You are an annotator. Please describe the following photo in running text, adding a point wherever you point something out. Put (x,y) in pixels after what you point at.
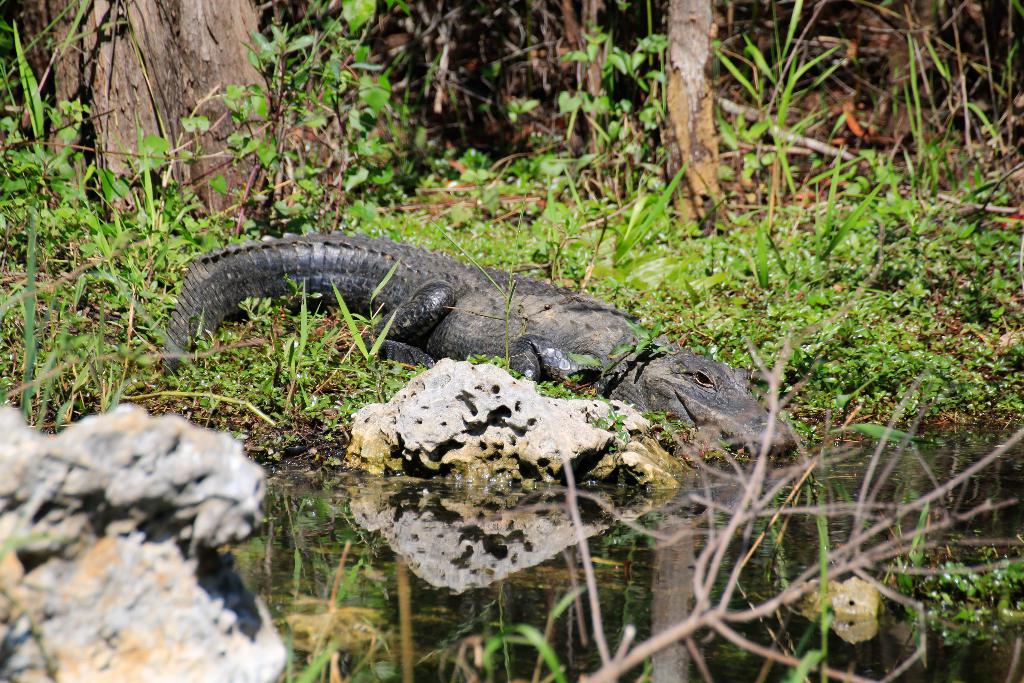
This picture is the outside the city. In the foreground (158,593) we can see the rocks (536,448) and a water body (787,566). In the center (509,338) there is a crocodile (738,380) on the ground (356,343) and we can see the green grass (759,268) and the plants (384,106). In the background (122,31) we can see the trunk (173,59) of a tree (154,50).
